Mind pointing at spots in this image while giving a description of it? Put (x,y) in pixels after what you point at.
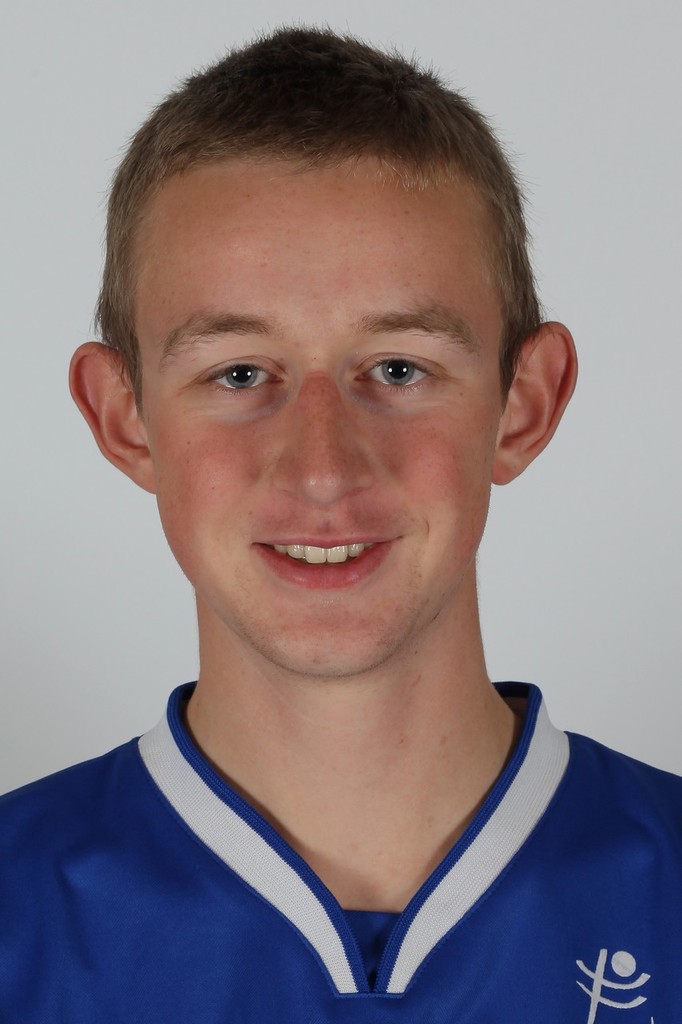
In this image in the foreground (550,1003) there is a boy (122,990) looking at someone and he is wearing a blue color dress (544,755) and the background (635,437) is white color.
